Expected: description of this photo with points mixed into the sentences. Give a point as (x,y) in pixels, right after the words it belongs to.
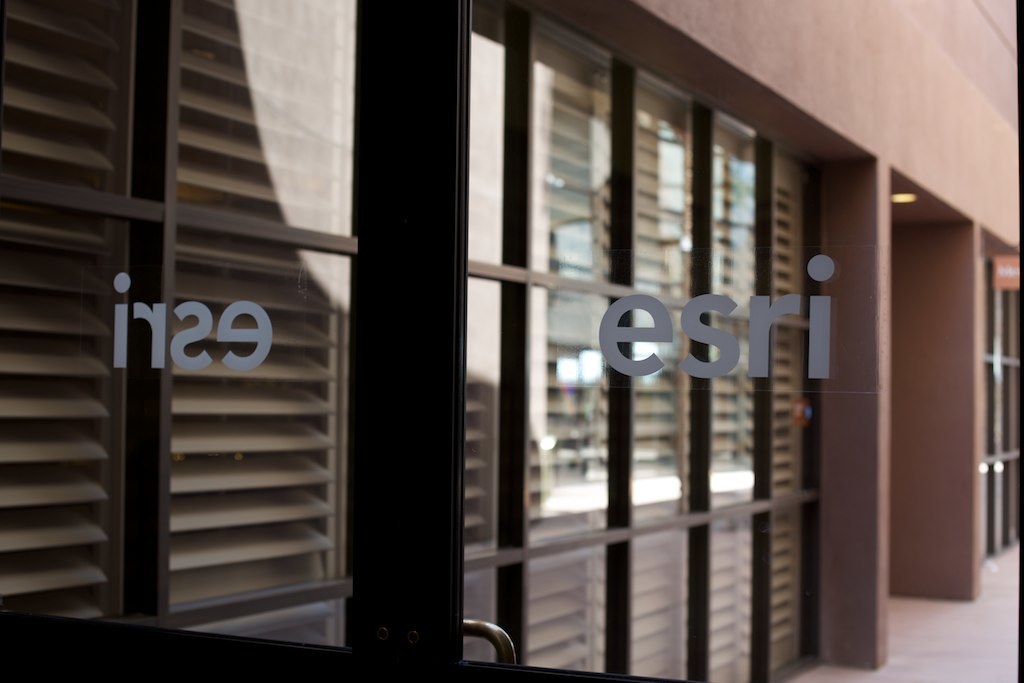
In this image there is a building (698,423) having a glass wall (609,509). Front side of the image there is some text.
